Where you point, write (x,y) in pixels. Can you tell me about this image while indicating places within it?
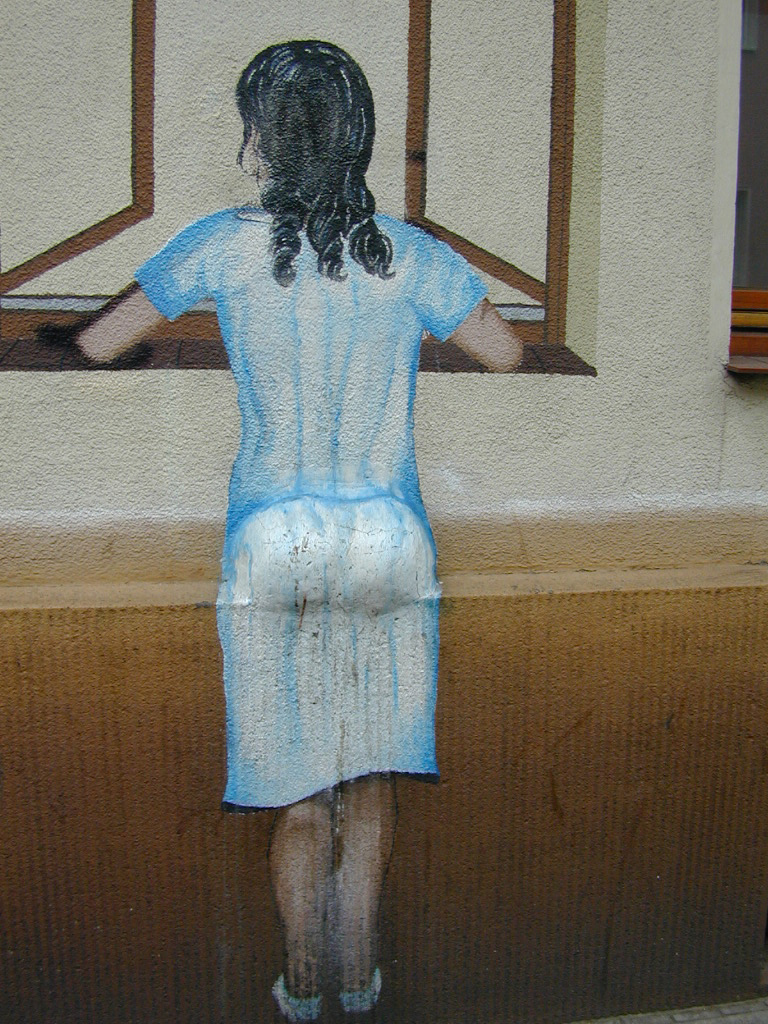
In the center of the image (407,483) there is a painting (265,626) of a girl (325,381). There is a window (520,274).
